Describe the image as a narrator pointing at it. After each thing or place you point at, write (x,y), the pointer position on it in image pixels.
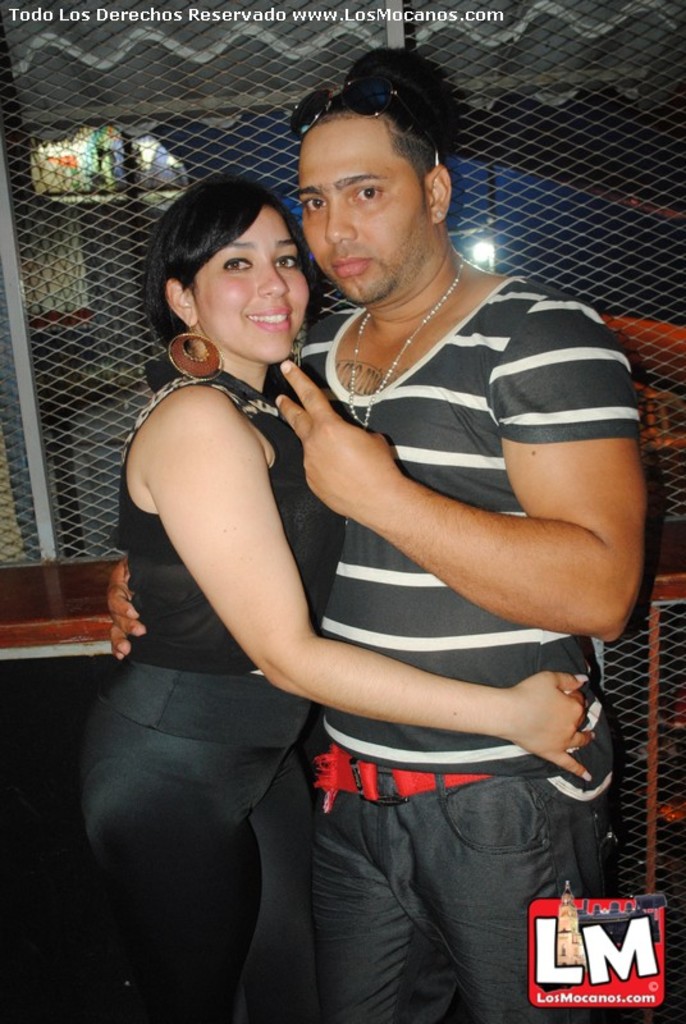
In this image I can see two persons (638,535) standing, the person (485,428) at right (512,428) wearing black and white dress (485,428), and the person (325,523) at left (198,639) wearing black dress (198,639). Background (164,170) I can see railing (86,428).
